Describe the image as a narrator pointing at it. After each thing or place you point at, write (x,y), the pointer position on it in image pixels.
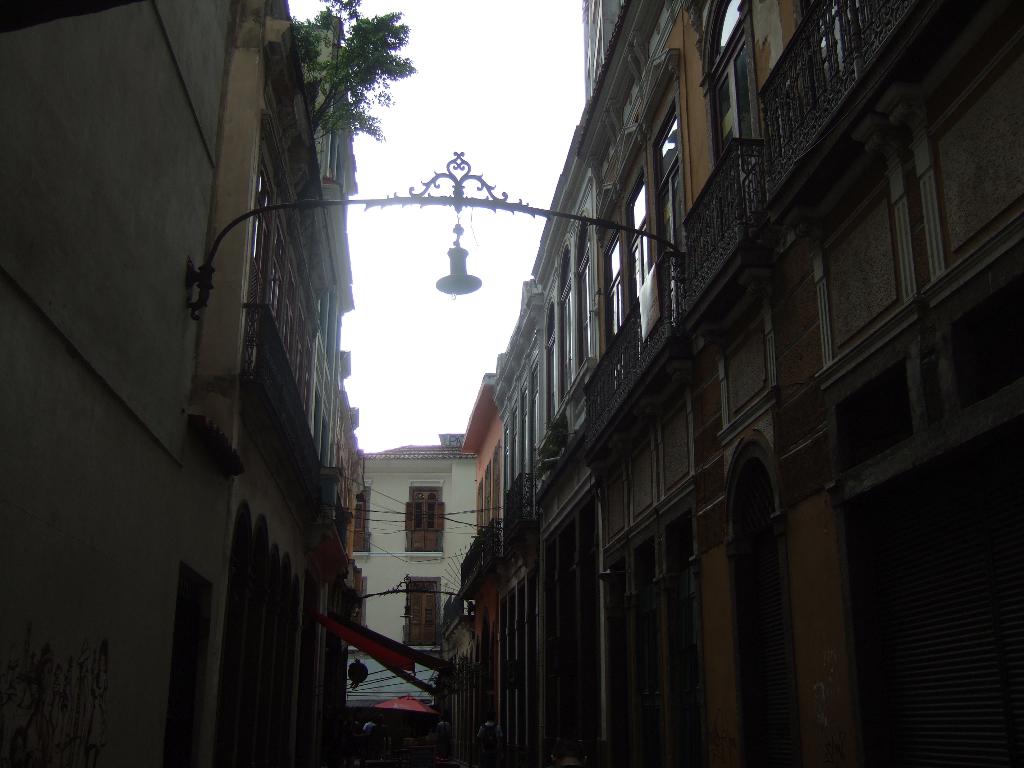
In the center of the image (460,271) we can see a rod (373,204) and a light (462,279) are present. At the top of the image (411,97) sky (448,98) is there. On the left (43,365) and right side of the image (835,398) we can see buildings (823,531), plant (375,92) are present. At the bottom of the image (420,705) we can see a tent (401,698) and some persons (488,731) are there.
